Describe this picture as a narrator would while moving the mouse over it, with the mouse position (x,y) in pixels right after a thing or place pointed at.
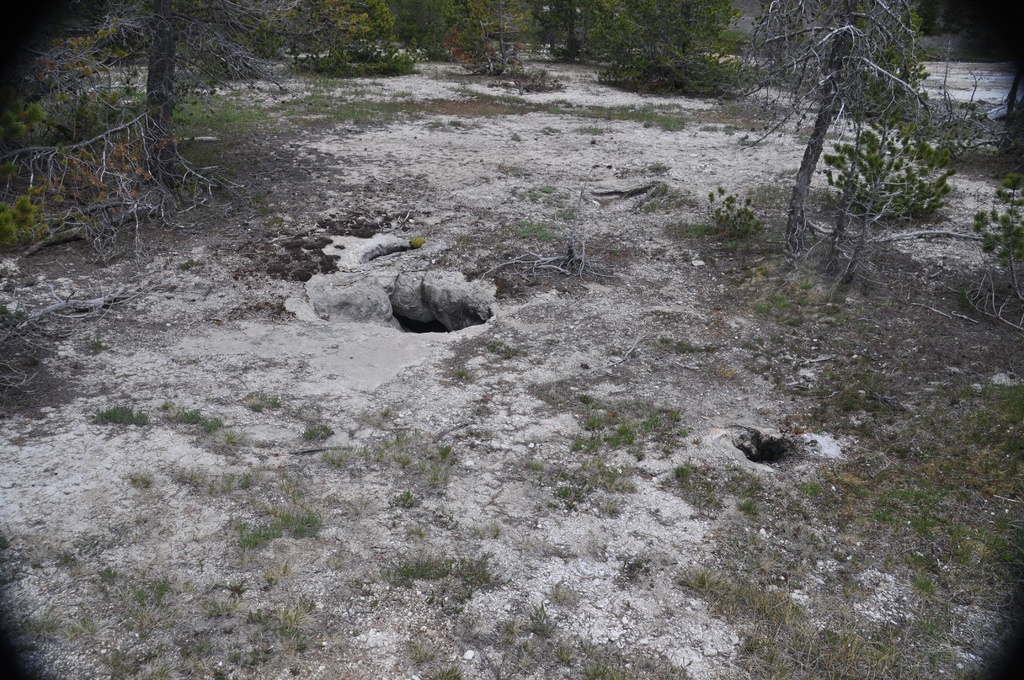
In this image, I can see trees (876,158), plants (894,195) and grass (911,649) on the ground (342,412).
